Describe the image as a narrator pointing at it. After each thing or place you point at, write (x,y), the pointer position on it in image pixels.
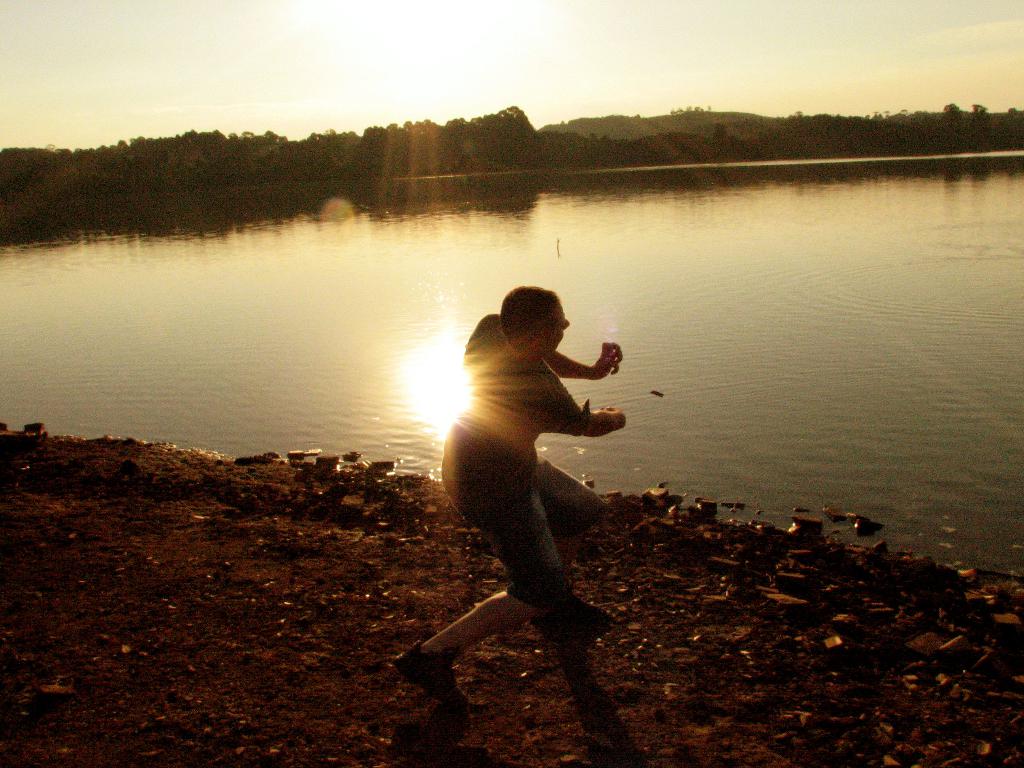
In this image I can see the lake (260,239) in the middle (445,273) and I can see a person (474,357) in front of the lake (427,421) in the foreground (531,388), at the top (248,37) I can see sun light (358,62) and the sky (633,59) and trees (224,162).
